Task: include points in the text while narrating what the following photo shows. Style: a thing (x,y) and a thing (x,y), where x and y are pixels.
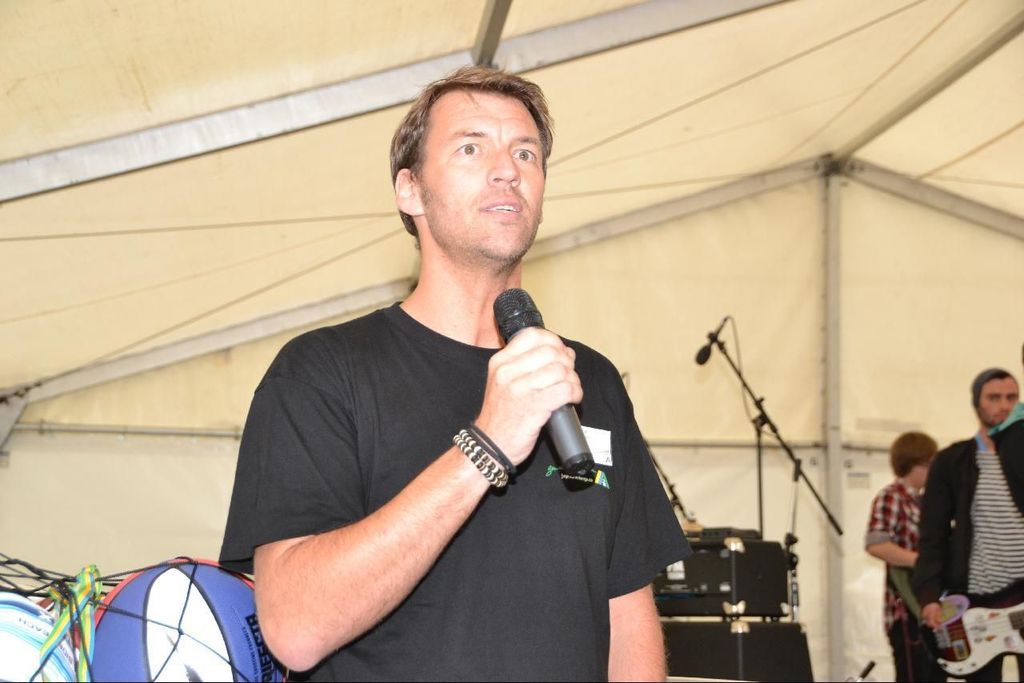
There is a person (466,188) standing in the center (414,429). He is holding a microphone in his hand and he is speaking. Here we can see two persons (902,484) on the right side (911,476).
